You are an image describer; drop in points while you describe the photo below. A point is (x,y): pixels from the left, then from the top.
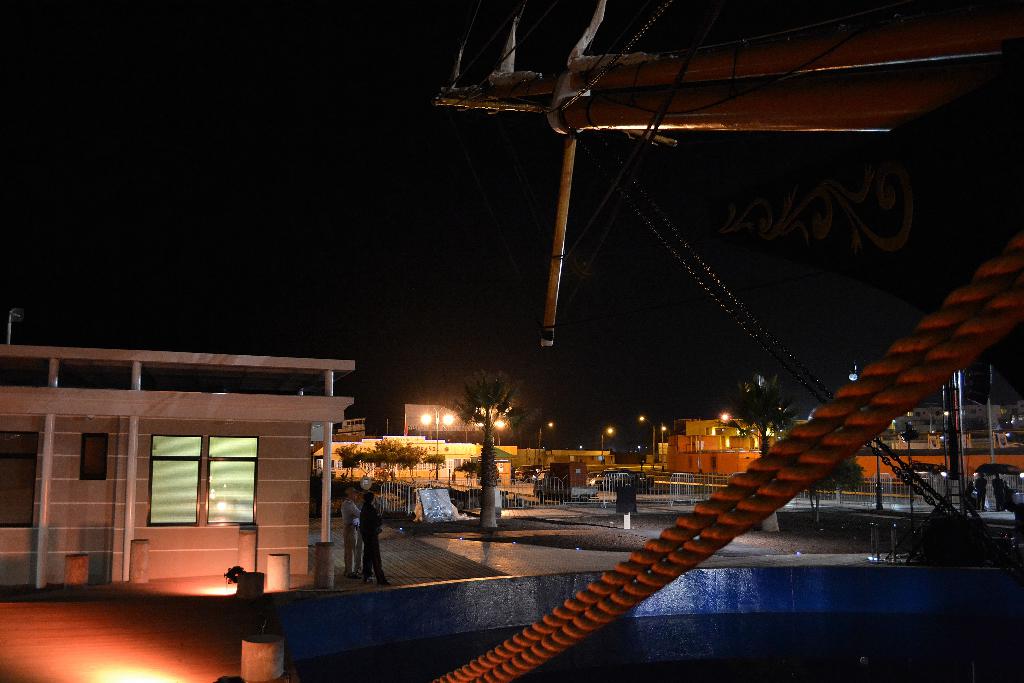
In this image we can see ship (734,56), grills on the road (850,503), buildings (681,449), street poles (881,490), street lights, persons (366,507) standing on the floor (428,539), trees (495,513) and sky (381,229).
